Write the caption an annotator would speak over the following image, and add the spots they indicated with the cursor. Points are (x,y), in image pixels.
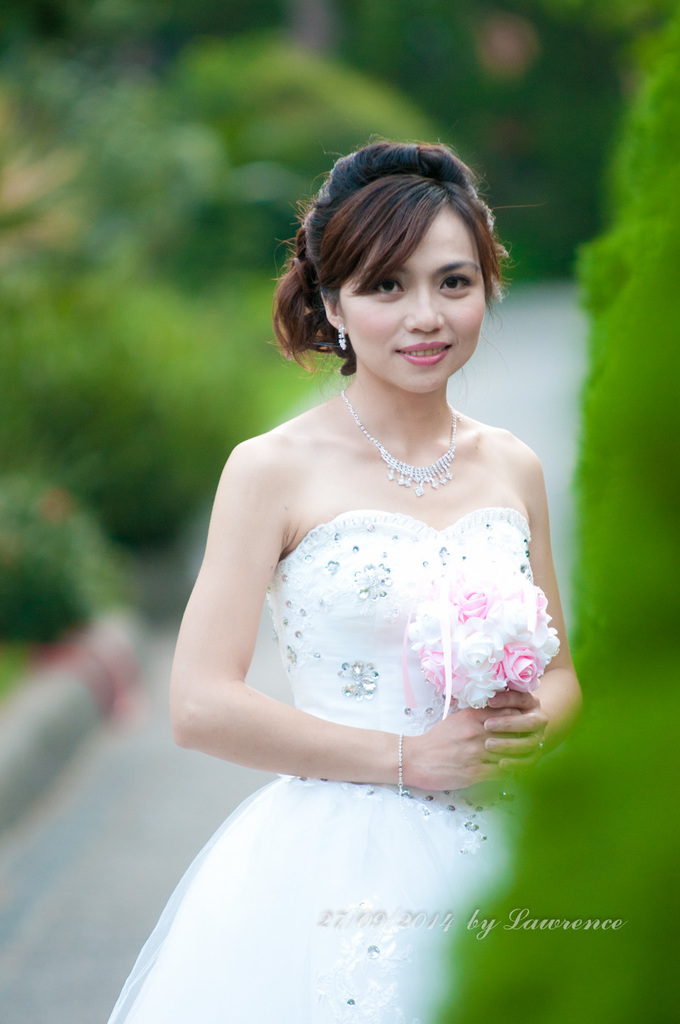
In this image we can see a woman (374,670) is standing, she is holding bouquet (492,646) in her hand (514,719) and wearing white color dress (332,899).
